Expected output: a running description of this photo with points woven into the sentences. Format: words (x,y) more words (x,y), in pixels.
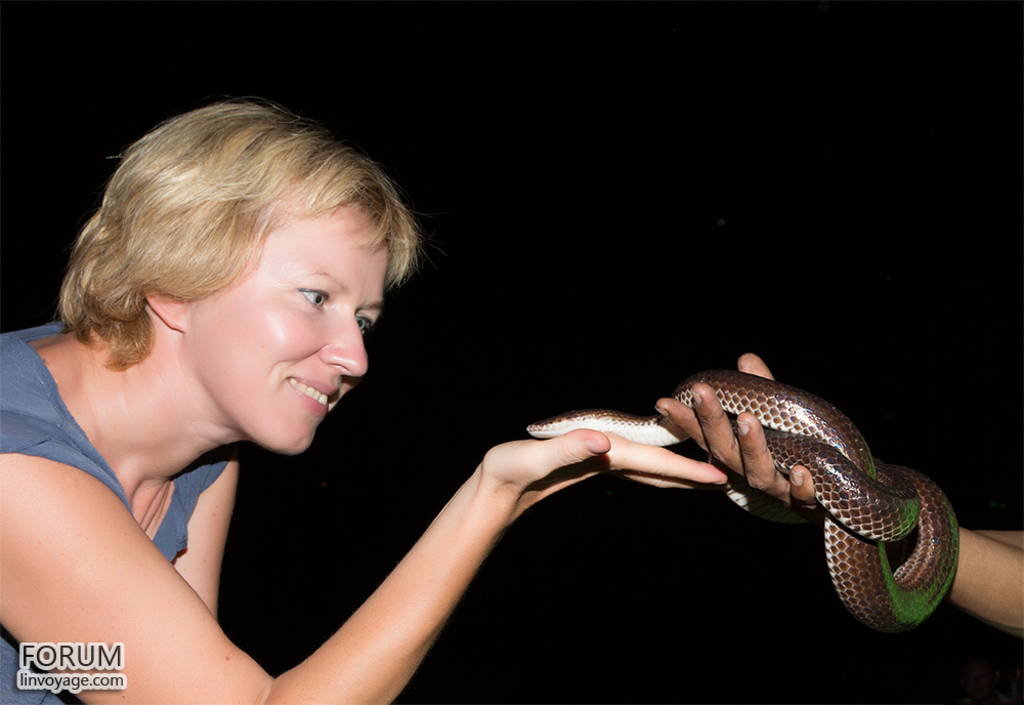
In the picture we can see a woman (493,481) holding a snake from the other hand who is holding a snake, she is wearing a blue dress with golden hair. The snake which is holding is brown and white in color.
